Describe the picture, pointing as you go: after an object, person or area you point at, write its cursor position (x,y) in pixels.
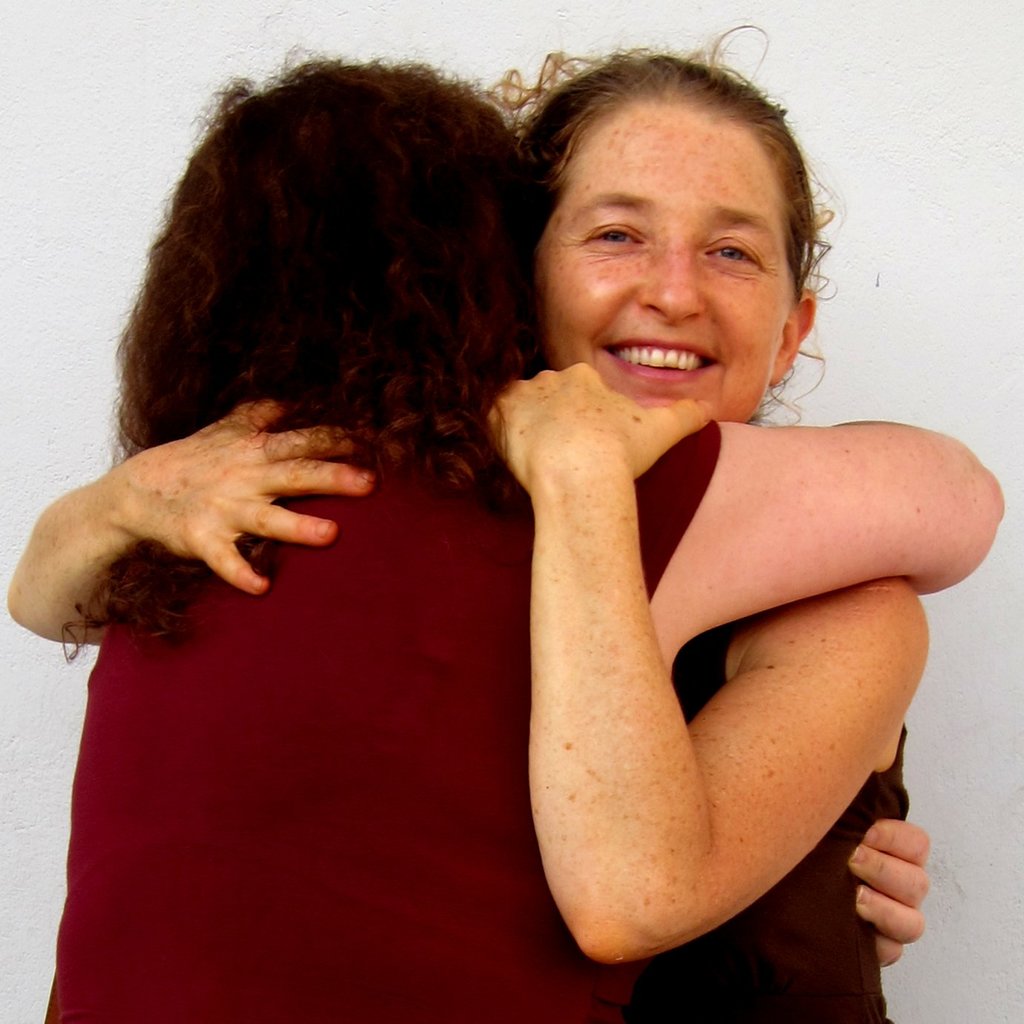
In the center of the image (512,605) we can see two persons (566,729) are standing and they are hugging. Among them, we can see one person (643,643) is smiling. In the background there is a wall (61,291).
